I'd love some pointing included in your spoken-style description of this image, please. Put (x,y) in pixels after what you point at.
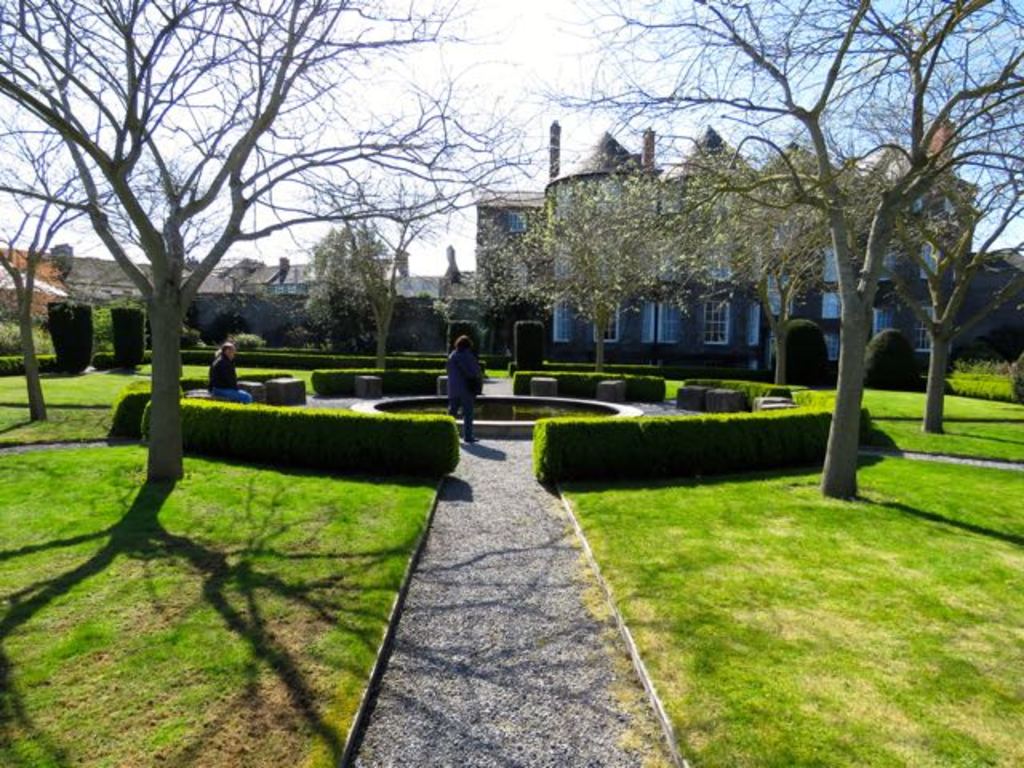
In this image in the front (248,595) there's grass (943,662) on the ground (398,396). In the center (361,367) there are persons (220,379) standing and sitting, there are plants (660,424) and trees (530,285). In the background (114,281) there are buildings (243,280) and the sky (411,112) is cloudy and there are plants (67,333).
